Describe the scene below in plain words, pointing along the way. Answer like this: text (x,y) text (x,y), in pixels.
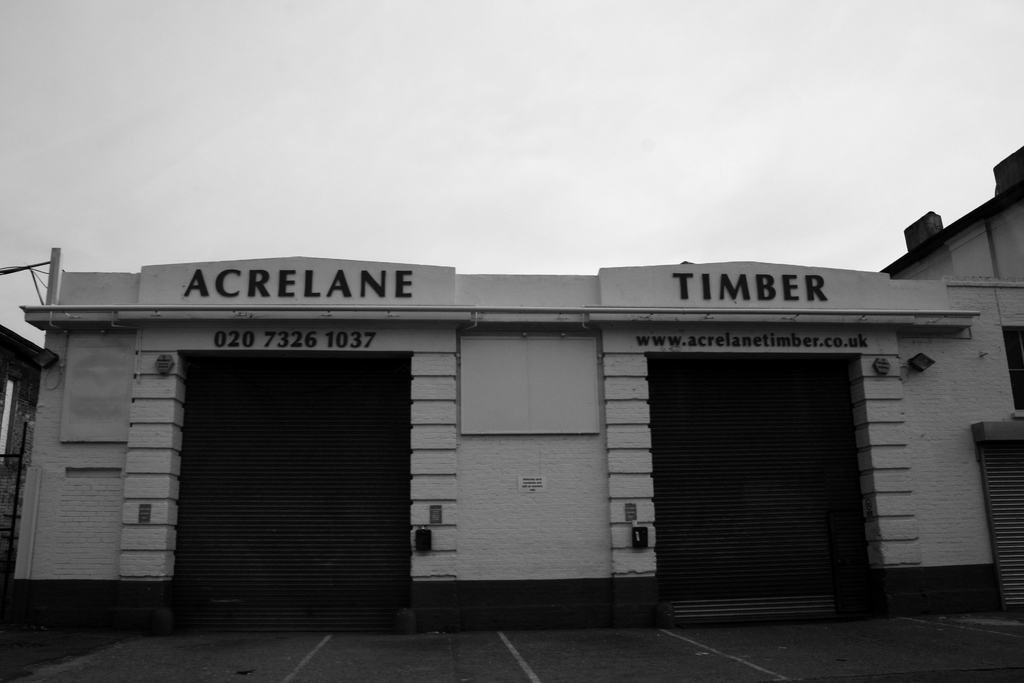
This is a black and white pic. At the bottom (579,645) we can see road (579,645). There are buildings (616,410), name boards (750,285) on the wall (964,497), lights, poles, electric wire (44,286), shutters (763,597) and clouds (582,87) in the sky (543,74).
